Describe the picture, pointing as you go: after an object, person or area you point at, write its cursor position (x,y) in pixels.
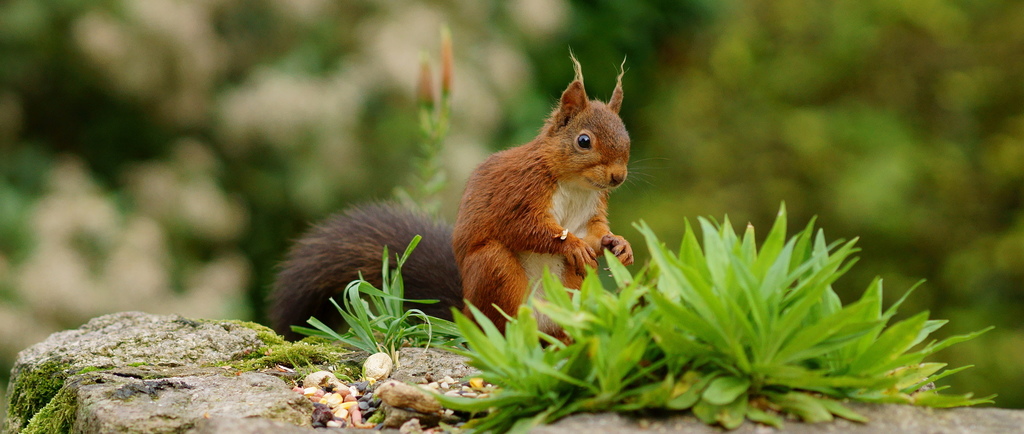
In this image I can see the grass (546,384), I can see the stone (204,370). I can see an animal (490,245). In the background (361,134), I can see the trees (796,156).
